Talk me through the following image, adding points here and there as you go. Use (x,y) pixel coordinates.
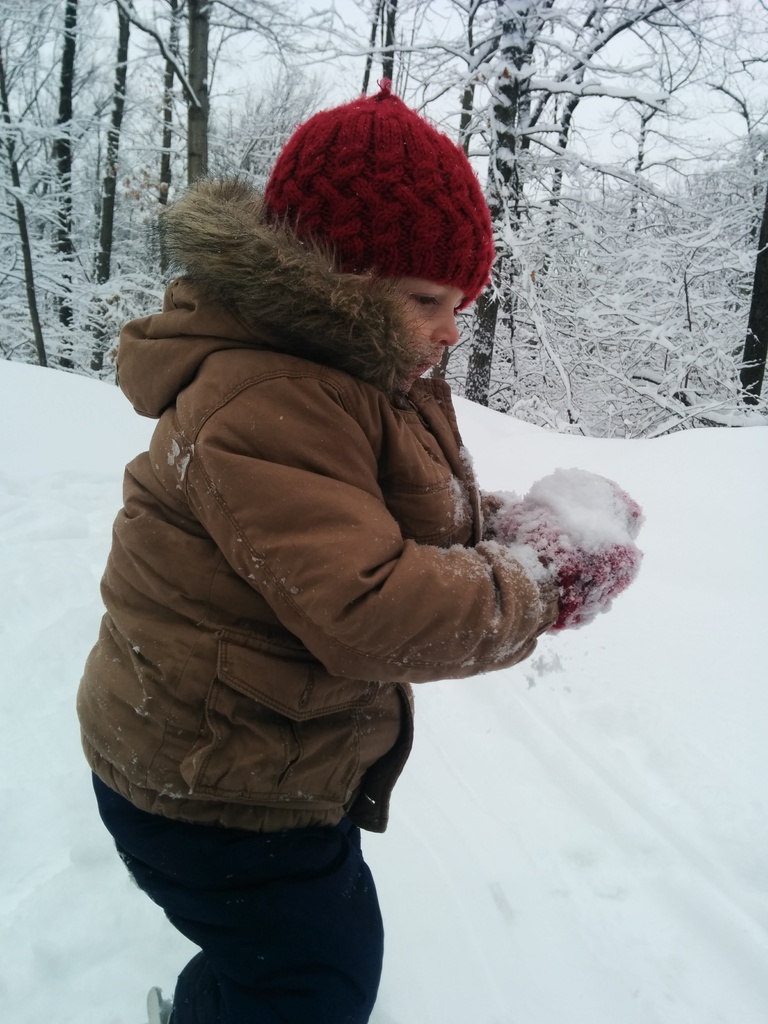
In this image we can see a child (368,667) standing on the ground (469,1021) holding the ice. We can also see a group of trees (472,382), the snow (509,680) and the sky (248,67).
